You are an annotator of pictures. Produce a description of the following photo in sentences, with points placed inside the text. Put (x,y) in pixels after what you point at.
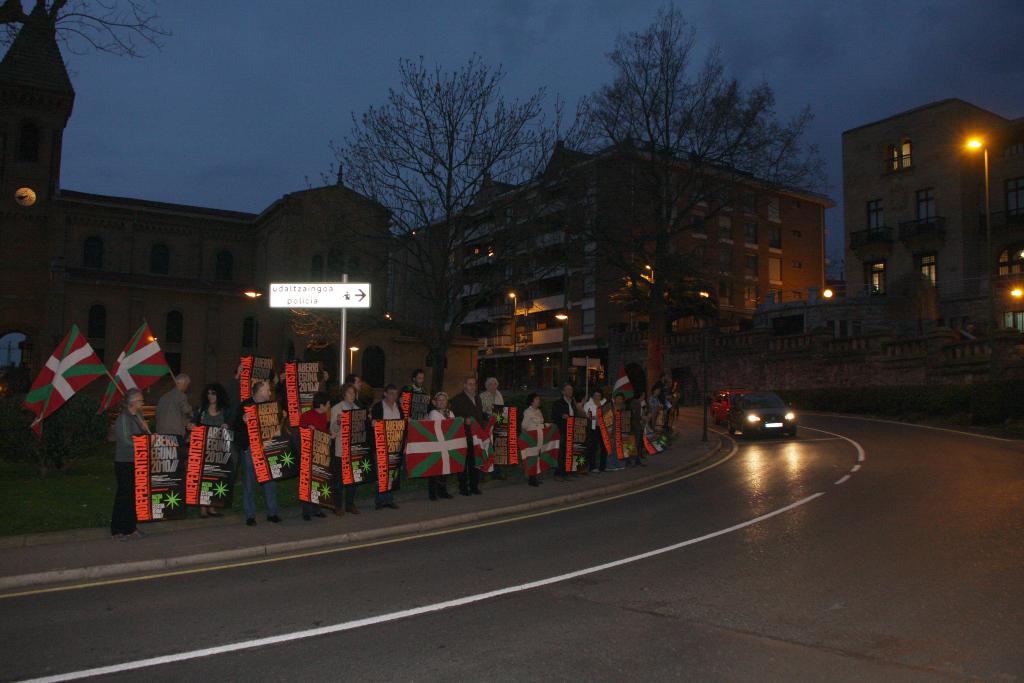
In this image I can see few buildings (708,224), windows (928,208), trees (716,197), light poles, vehicles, signboard (363,288), pole (344,307) and the clock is attached to the wall (20,243). I can see few people (564,403) are standing and they are holding banners (182,460) and flags (82,352). The sky (234,155) is blue color.
